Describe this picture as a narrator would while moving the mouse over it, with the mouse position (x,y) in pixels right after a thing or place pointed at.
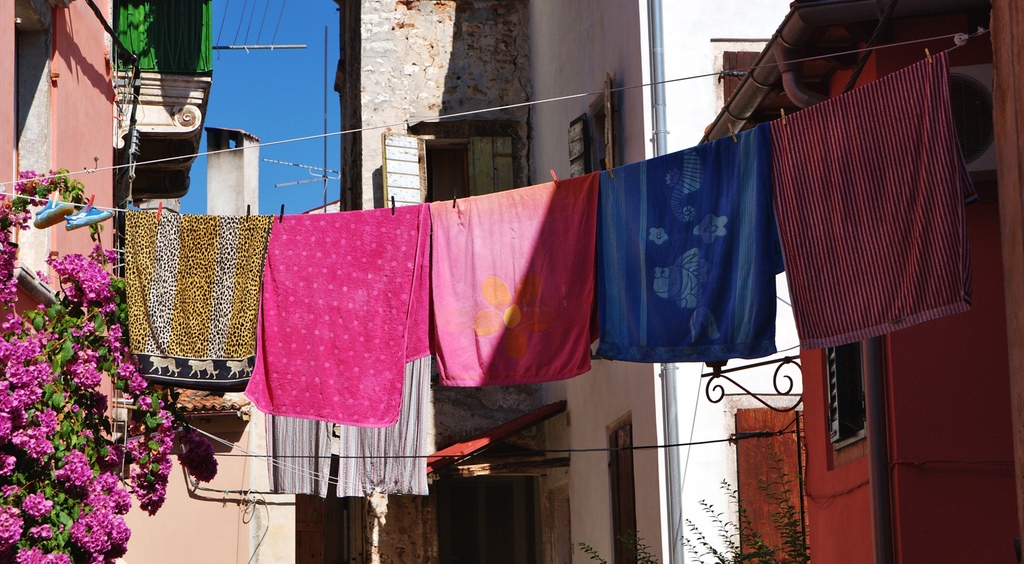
In this image I can see there are a few buildings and there are two plants (43,380) at left (60,354) and right side (713,550). There are few ropes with few clothes (131,310) hung on the rope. The sky (284,77) is clear.
